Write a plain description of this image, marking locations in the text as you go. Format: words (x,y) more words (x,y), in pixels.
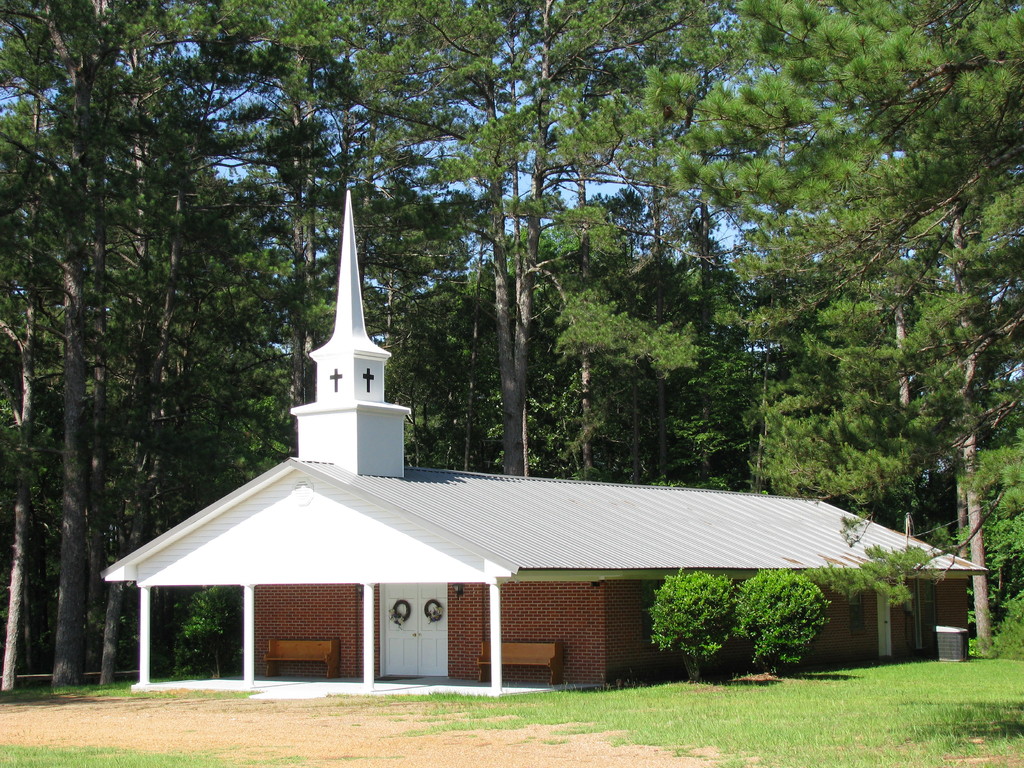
In this image there is a church (778,529). Beside the church (788,508) there are plants (791,628) and a machine (942,639). At the bottom (740,722) there is grass (577,722) on the ground (659,724). Behind the church (918,632) there are trees (586,289). At the top (570,196) there is the sky (589,189).
